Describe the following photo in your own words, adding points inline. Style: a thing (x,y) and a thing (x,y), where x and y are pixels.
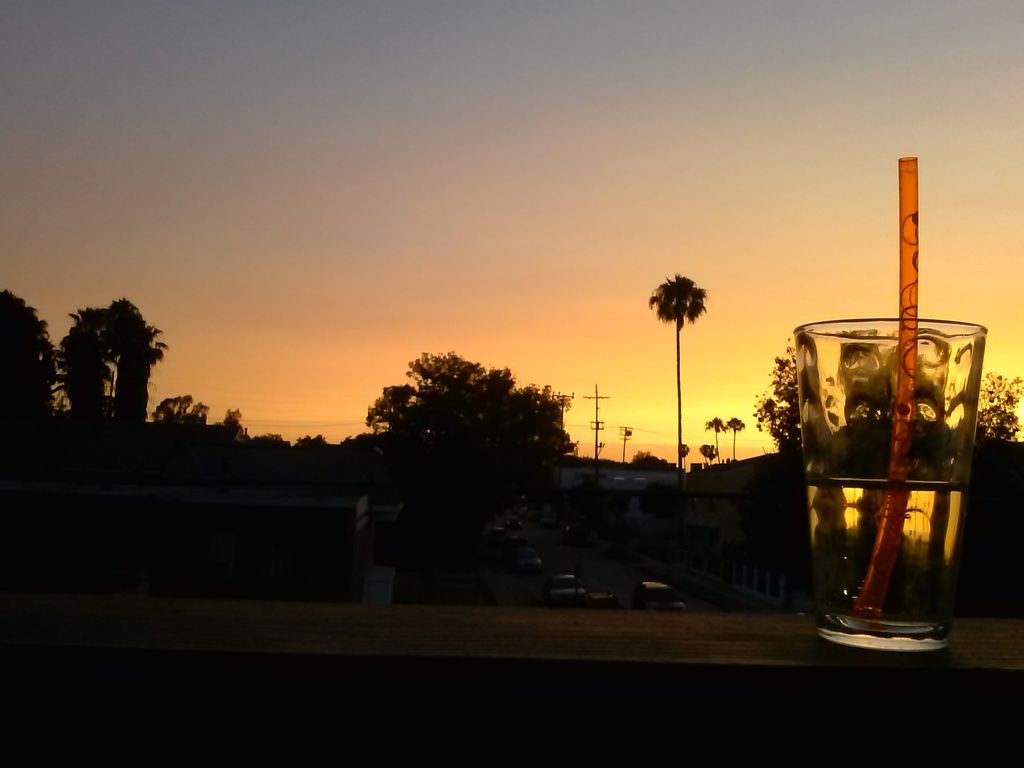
In this image we can see a glass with drink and a straw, there are some trees (409,508), buildings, poles (598,426) and vehicles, in the background (622,380), we can see the sky (542,247).
